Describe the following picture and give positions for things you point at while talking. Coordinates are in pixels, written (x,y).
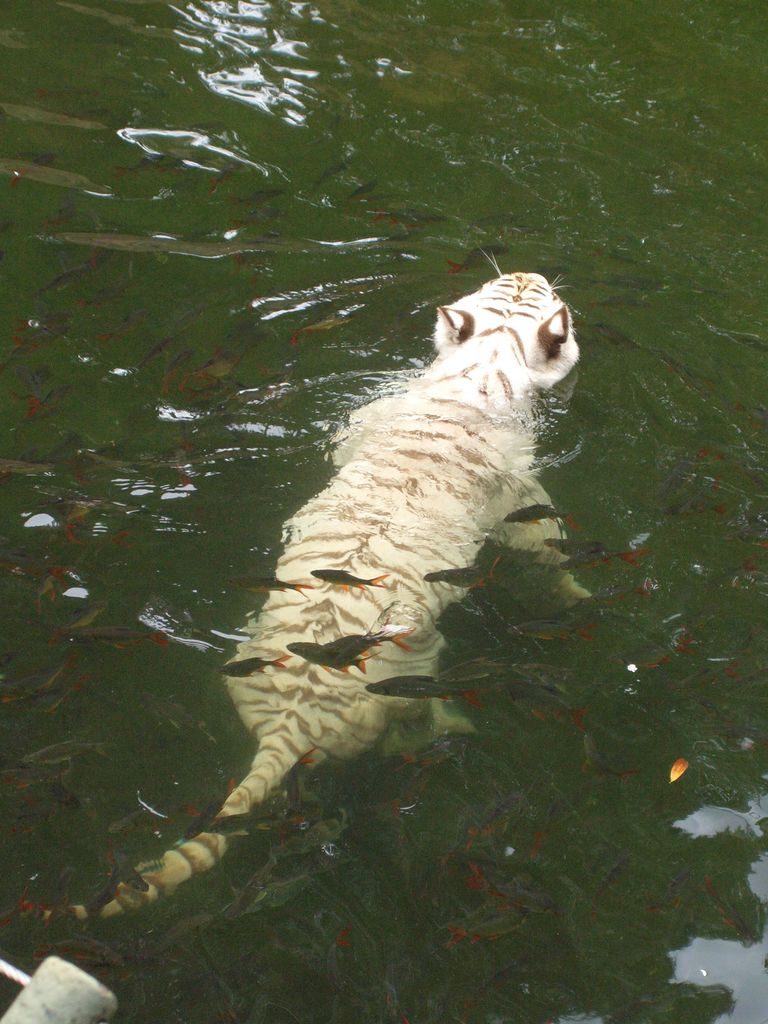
In this image there is a tiger (390,520) in the water (347,360), in the water (212,344) there is fish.
